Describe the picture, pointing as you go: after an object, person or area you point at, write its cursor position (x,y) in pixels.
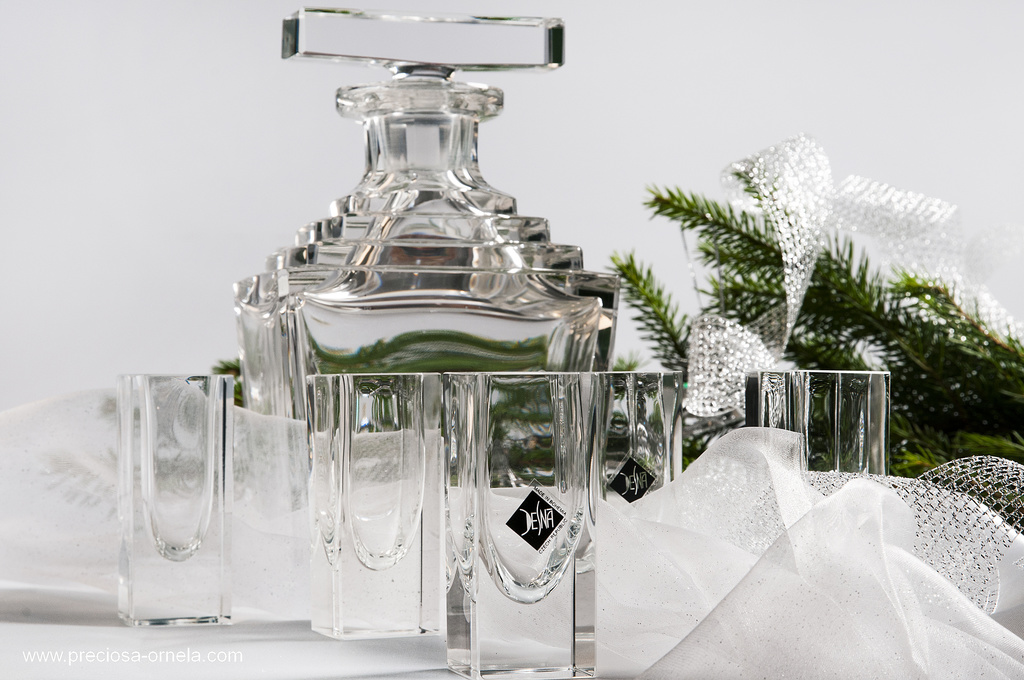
In this picture we can see glasses (495,447), leaves (919,344), cloth (696,470), glass bottle (484,292) and in the background (271,99) we can see white color.
